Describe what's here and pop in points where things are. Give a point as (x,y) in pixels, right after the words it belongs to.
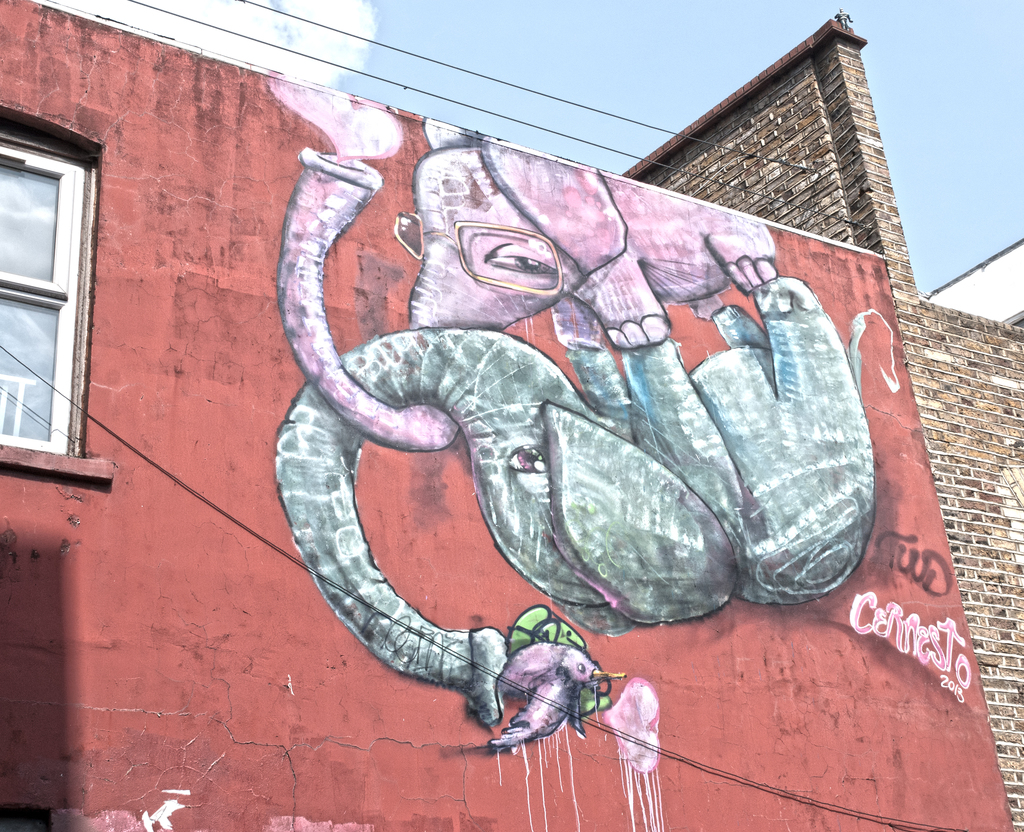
In this image we can see a building (572,407) with windows (64,195) and some painting (679,511) on a wall (753,570). We can also see some wires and the sky (584,77) which looks cloudy.
